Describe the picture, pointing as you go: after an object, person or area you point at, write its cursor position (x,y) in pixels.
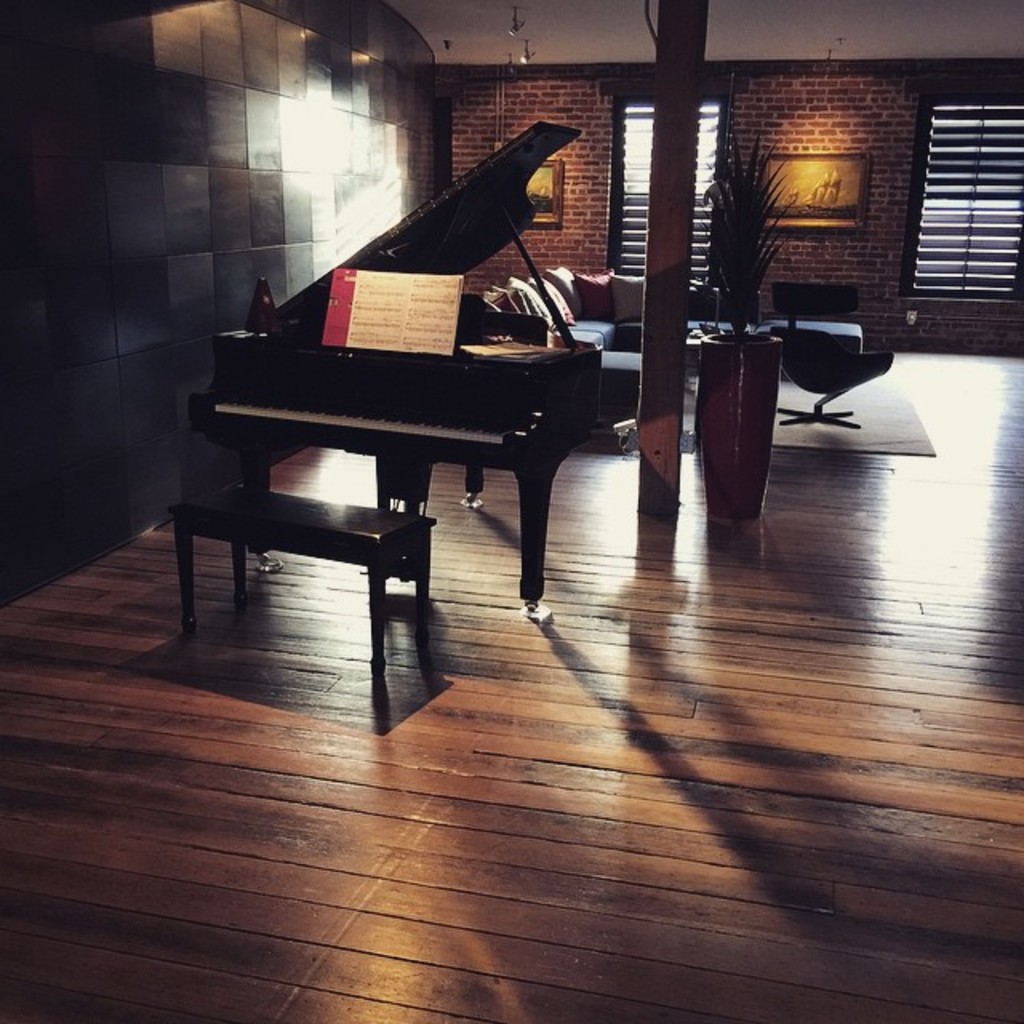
In the middle (575,353) left, piano (578,372) is there. In front of that a bench (396,558) is there. A roof top (775,37) is white in color. The background wall (873,78) is of bricks (794,151) on which wall painting (832,197) is there. In the middle (672,464) there is a pillar (681,40) of brown in color. left side wall (227,182) is of dark grey in color. In the middle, a window (616,257) is visible. The image is taken inside a house (609,751).
